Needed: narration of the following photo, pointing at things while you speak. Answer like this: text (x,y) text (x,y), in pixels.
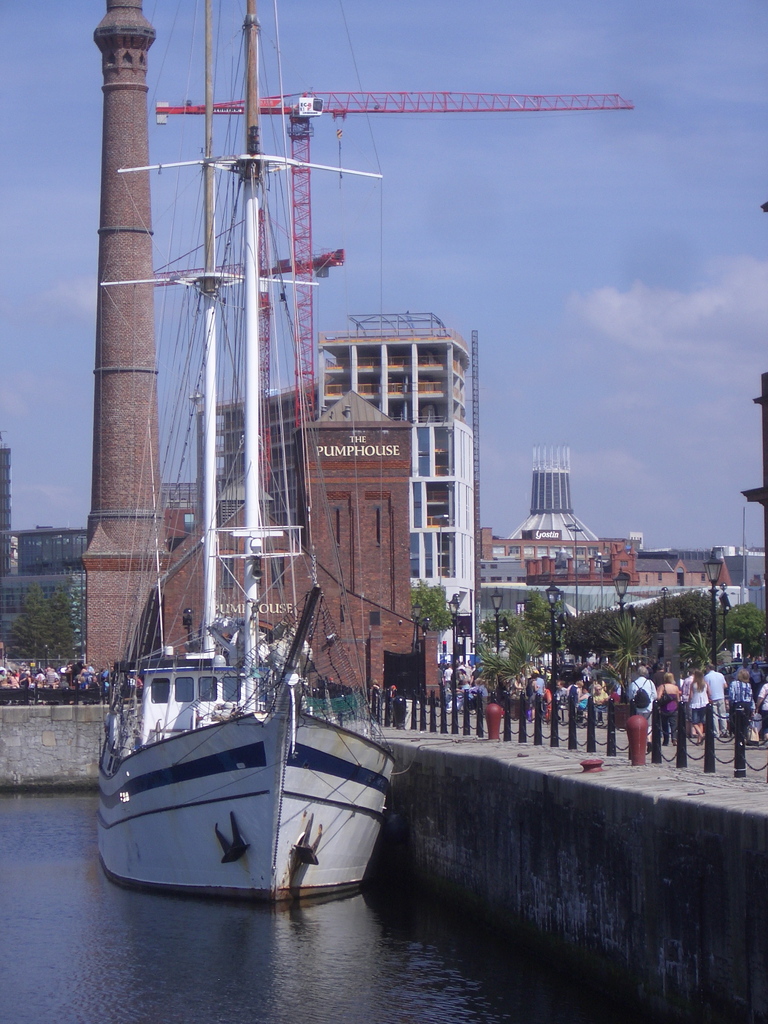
In this image in the center (262,471) there is a ship (252,551), and at the bottom (175,896) there is a river (189,898) and in the background (721,683) there are a group of people (712,671) standing and there are some poles (680,729) and street lights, and also there are some rods (709,723) and also we could see buildings (393,472) and tower (127,426). At the top (380,224) there is sky (416,186).
